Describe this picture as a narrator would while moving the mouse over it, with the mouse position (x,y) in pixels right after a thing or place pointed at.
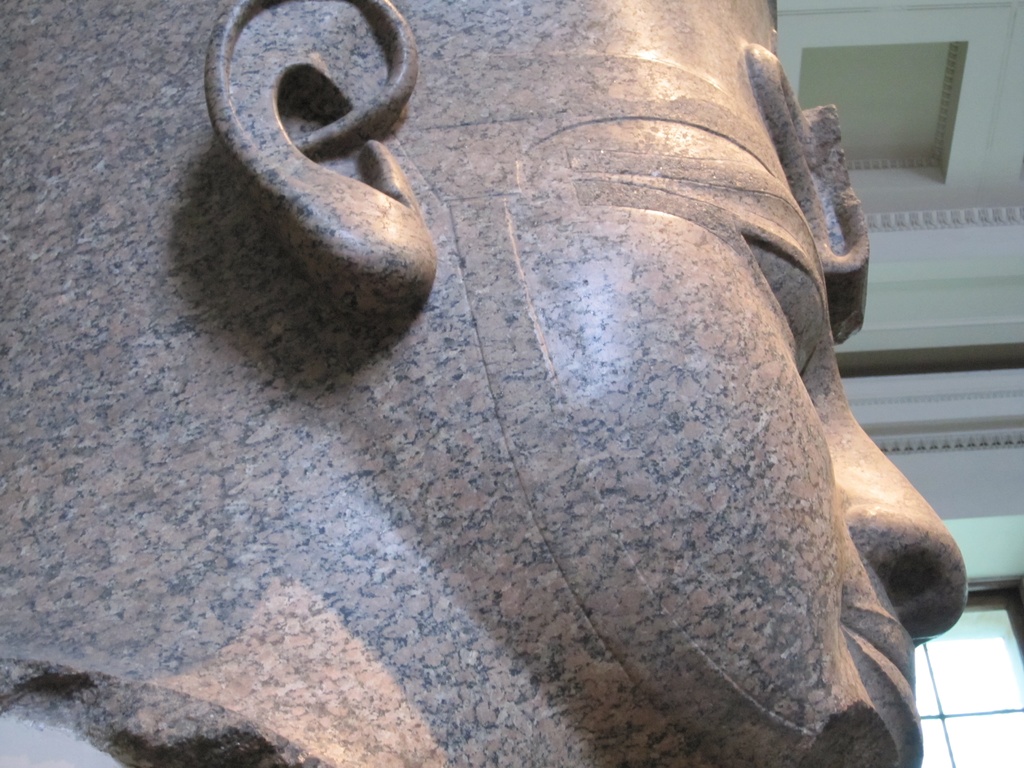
In this image there is a sculpture (448,566). At the top (941,61) there is ceiling (941,61). In the background (970,688) there is a glass window (980,711).
